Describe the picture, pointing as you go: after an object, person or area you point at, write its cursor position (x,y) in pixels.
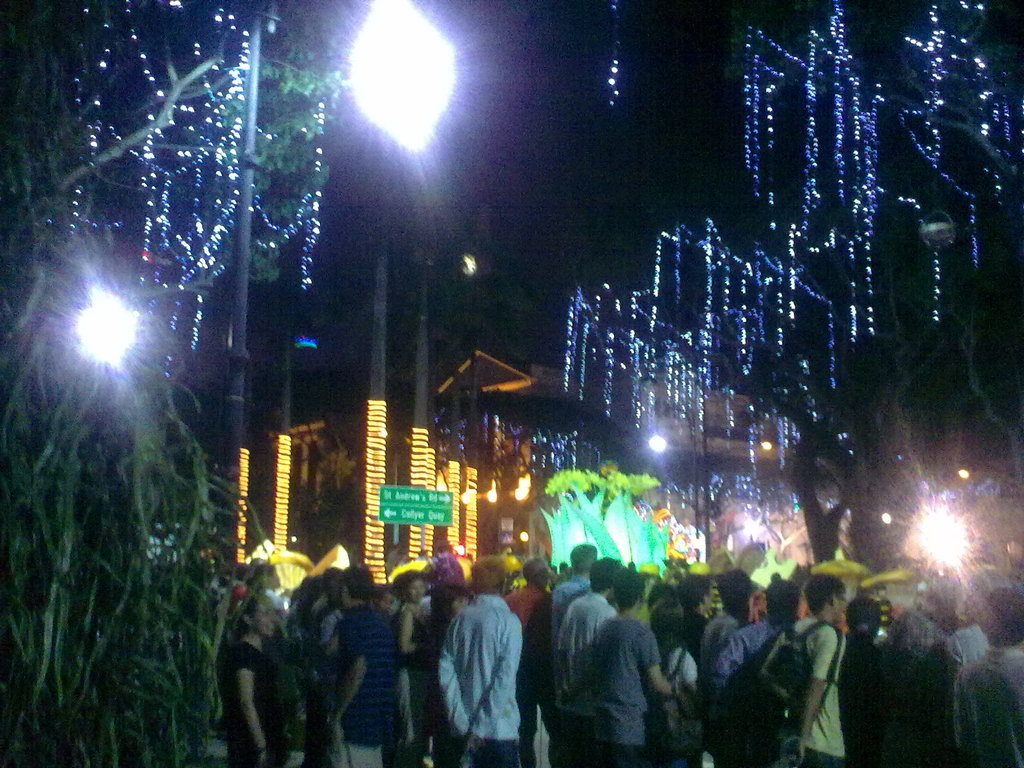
This picture shows a building (492,370) with lighting (503,385) and we see trees (19,140) with lighting (167,173) to it and we see people (428,588) standing.
